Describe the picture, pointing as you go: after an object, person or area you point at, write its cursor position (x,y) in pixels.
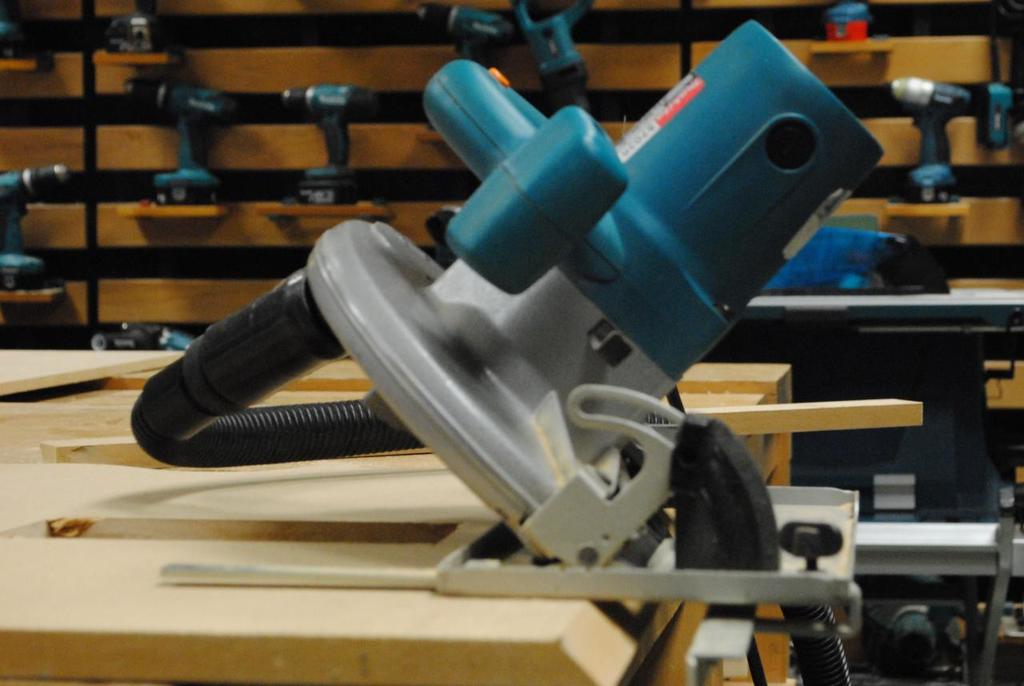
This image consists of tables (448,493) and there are some machinery (497,282) in this image. They are in blue color.
